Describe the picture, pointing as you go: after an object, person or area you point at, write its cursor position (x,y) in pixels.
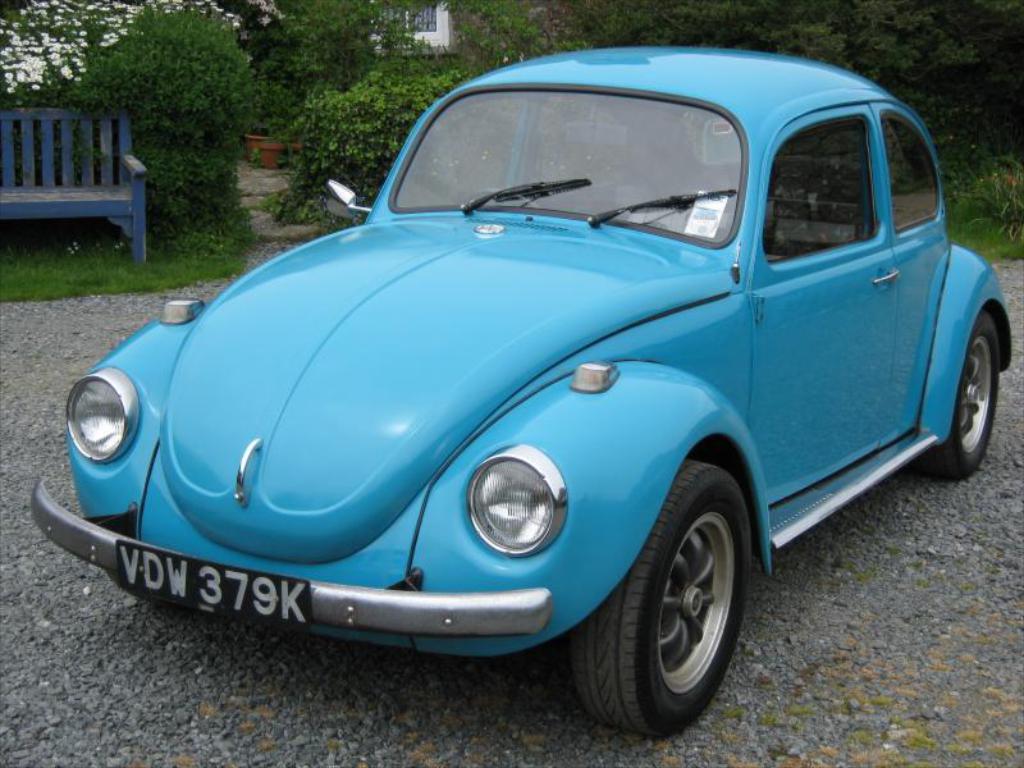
In the picture we can see a car (838,386) which is blue in colour and its number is VDW 379K. In the background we can find some plants (290,94), house plants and a bench (134,160). The bench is blue in colour.
